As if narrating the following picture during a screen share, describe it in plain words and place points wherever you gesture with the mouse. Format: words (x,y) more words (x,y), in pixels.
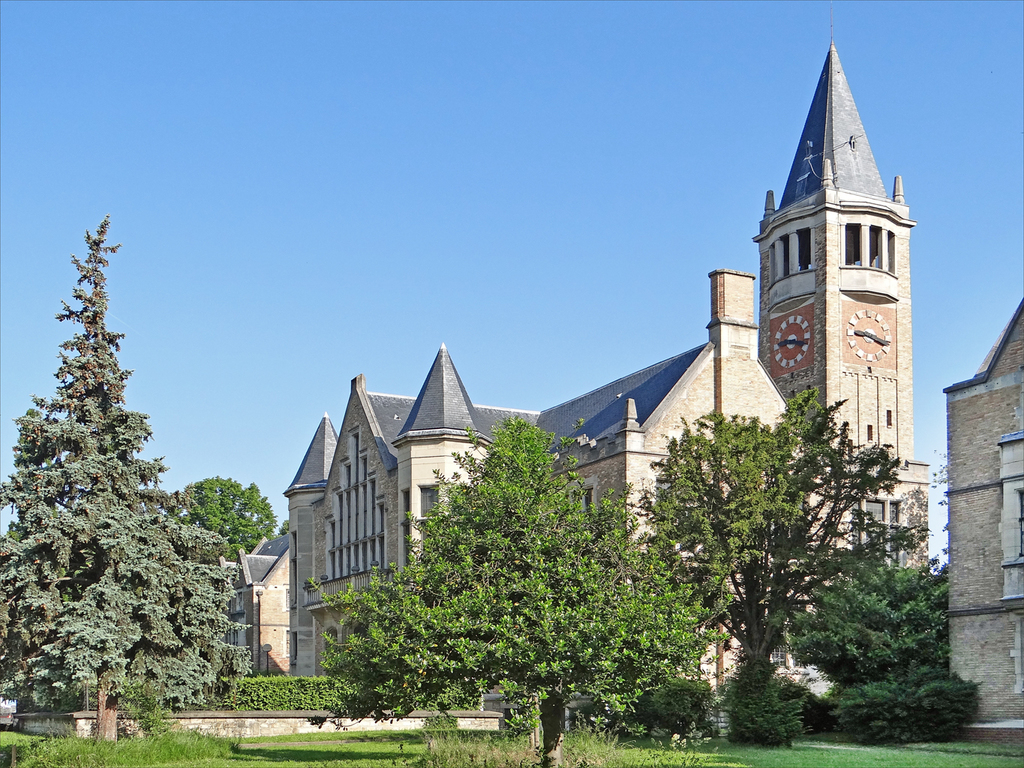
In this image there are some buildings (976,460) and a clock tower (849,421), in the foreground (622,654) there are some trees (382,689). At the bottom (893,765) there is grass (908,755), on the top of the image (516,157) there is sky (682,117).
